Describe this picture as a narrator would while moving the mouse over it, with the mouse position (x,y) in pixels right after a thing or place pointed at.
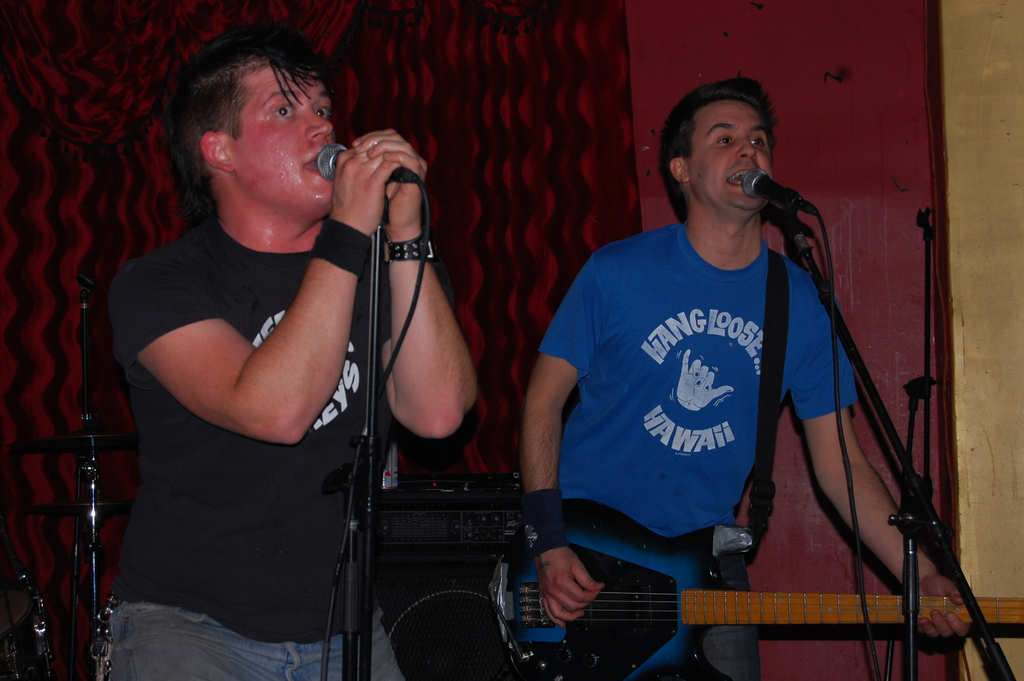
Front this man (176,383) wore black t-shirt (211,293) and singing in-front of mic (327,167). Beside this person (346,427) other man (640,442) is playing guitar (683,565) and singing in-front of mic (756,184). Backside of this person (216,491) there is a speaker (414,583), above the speaker (473,587) there is a device (446,520).
